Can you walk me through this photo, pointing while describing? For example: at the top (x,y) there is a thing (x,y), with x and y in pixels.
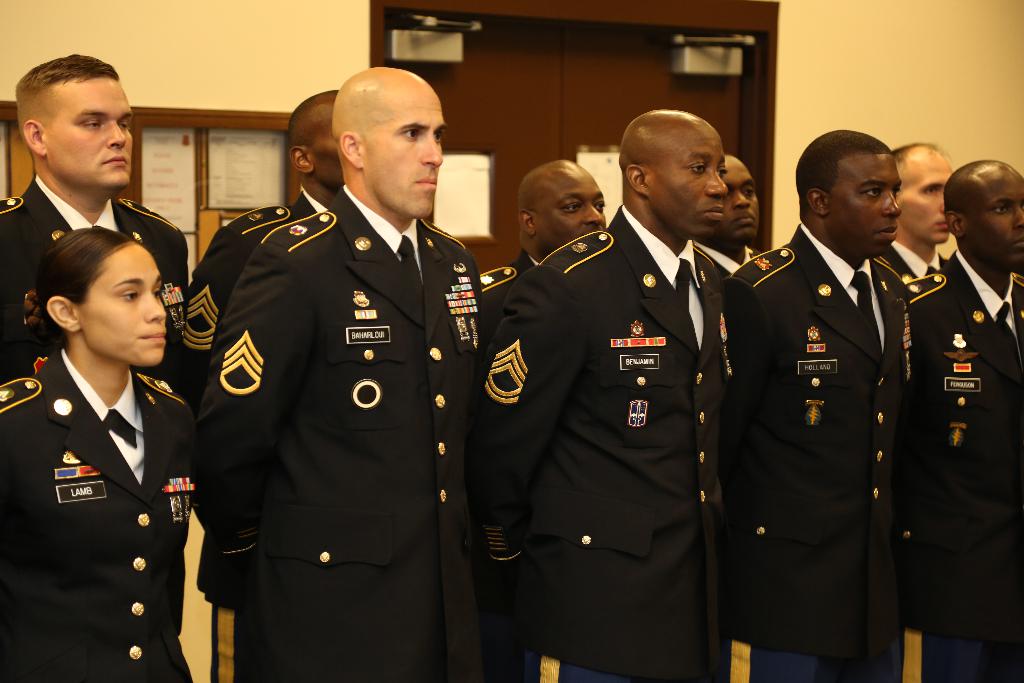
In this picture I can observe some people (388,317) standing on the floor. They are wearing black color coats (404,412). In the background (167,153) I can observe notice board (207,162), brown color door (476,138) and a wall (219,51).
